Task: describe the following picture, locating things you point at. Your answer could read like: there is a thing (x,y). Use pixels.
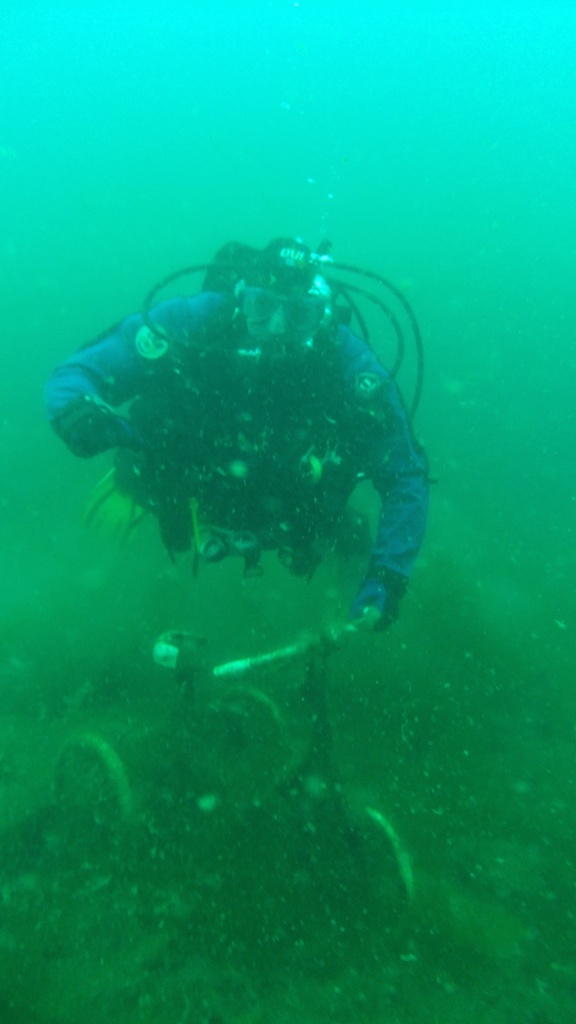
In this picture there is a man (297,554) wearing blue color costume dress (181,322) with mask (303,301) and oxygen cylinder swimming under the sea (198,99). Behind there is green water (195,160).
